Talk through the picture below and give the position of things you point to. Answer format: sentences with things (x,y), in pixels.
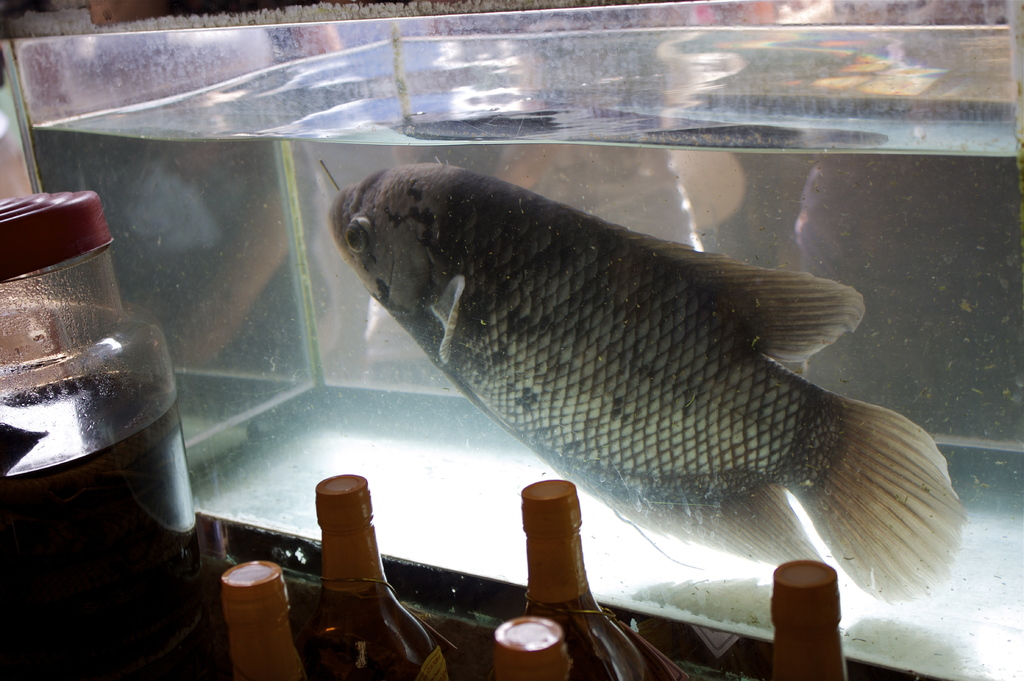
We can able to see bottles (773,615), jar (42,415) and aquarium (335,408). In this aquarium (157,98) there is a fish (642,234) and water (606,166).
